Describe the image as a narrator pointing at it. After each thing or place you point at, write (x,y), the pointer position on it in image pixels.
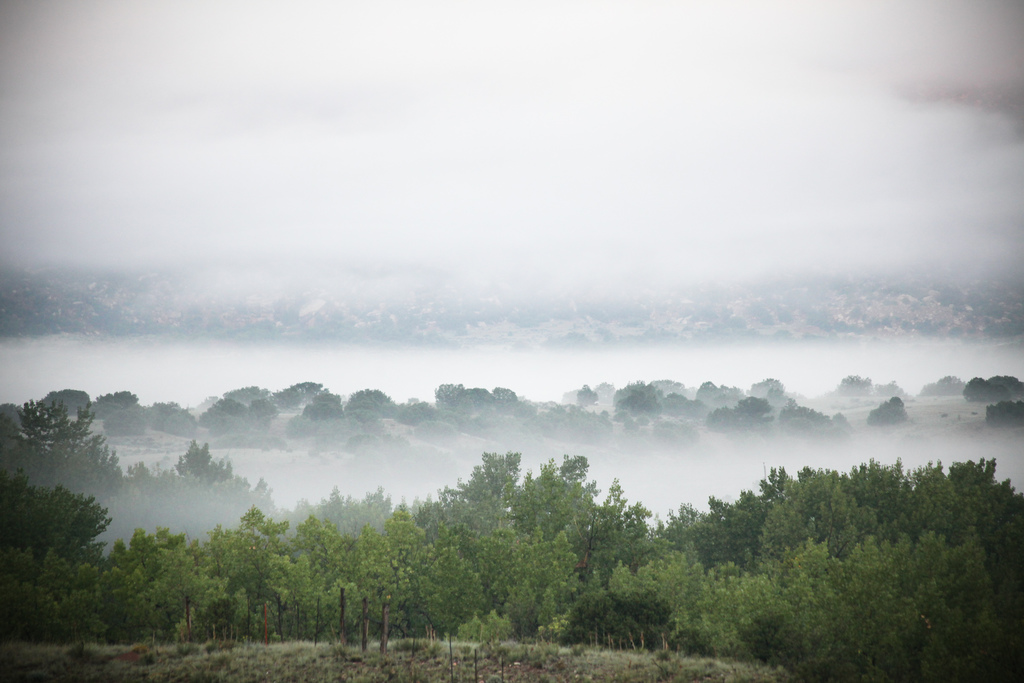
In this image, I can see the trees (515,507) and fog (454,381).
